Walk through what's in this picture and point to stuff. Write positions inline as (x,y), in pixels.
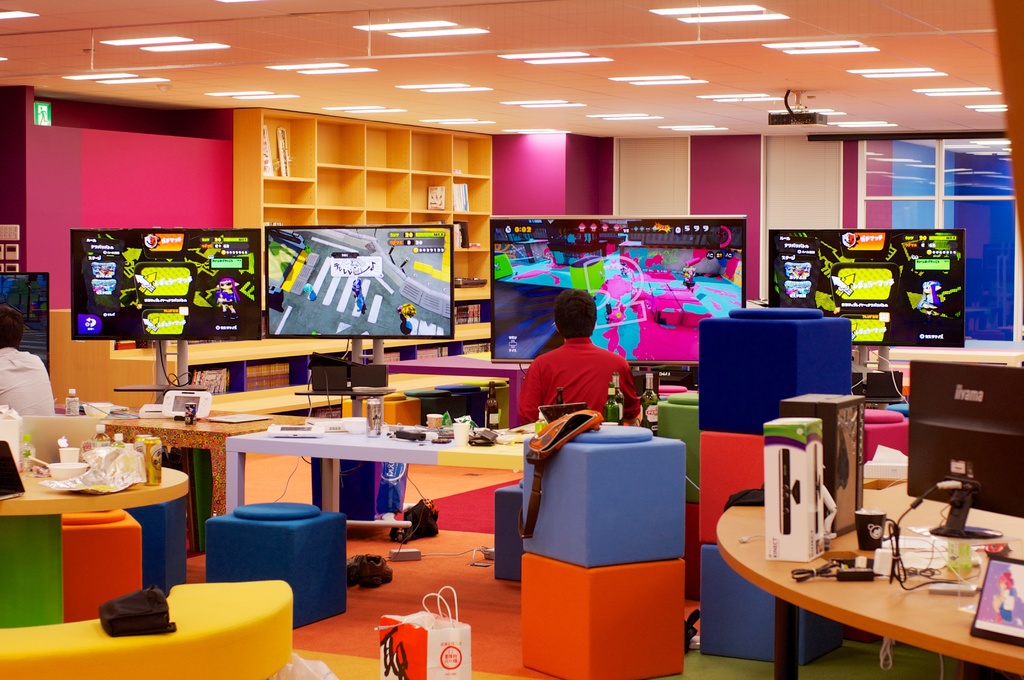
In this picture we can see a room (482,476) with person (533,405) sitting on chair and looking at four screens (347,300) and beside to them on table (352,450) we have bottle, box (12,443), tin (378,402), devices (210,407), cup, wires (903,579) and on floor (442,525) we have stools (123,541), chair (131,520), bags (410,528) and in background (313,185) we can see racks (375,176), doors (645,190), windows (925,182).
